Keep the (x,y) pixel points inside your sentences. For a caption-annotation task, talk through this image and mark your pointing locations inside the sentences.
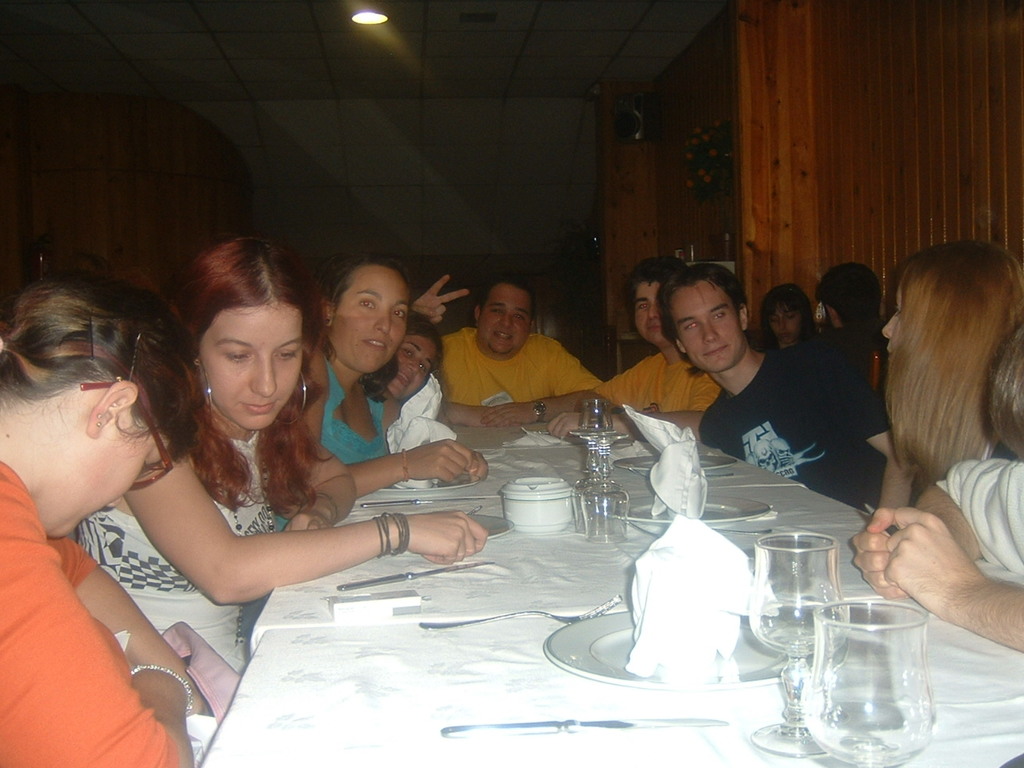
At the top (391,39) we can see light (365,15) and ceiling (449,58). Here we can see all the persons (993,579) sitting on chairs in front of a dining table (646,736) and on the table (702,447) we can see spoons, forks (551,618), drinking glasses (792,621), napkins (673,502), plates (604,676) and a bowl (532,514).
